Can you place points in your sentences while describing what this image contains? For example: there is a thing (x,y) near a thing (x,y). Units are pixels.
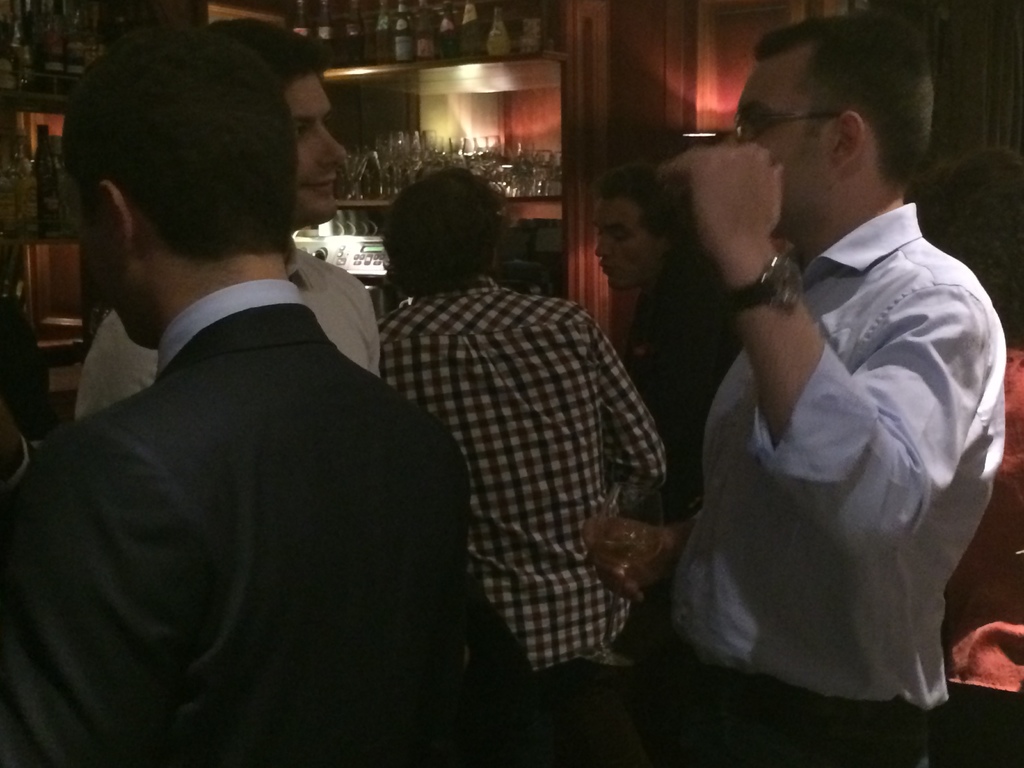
In this image we can see a few people (710,447), one of them is holding a glass (619,547), there are glasses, and bottle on the racks (343,73), also we can see the wall (682,103).
